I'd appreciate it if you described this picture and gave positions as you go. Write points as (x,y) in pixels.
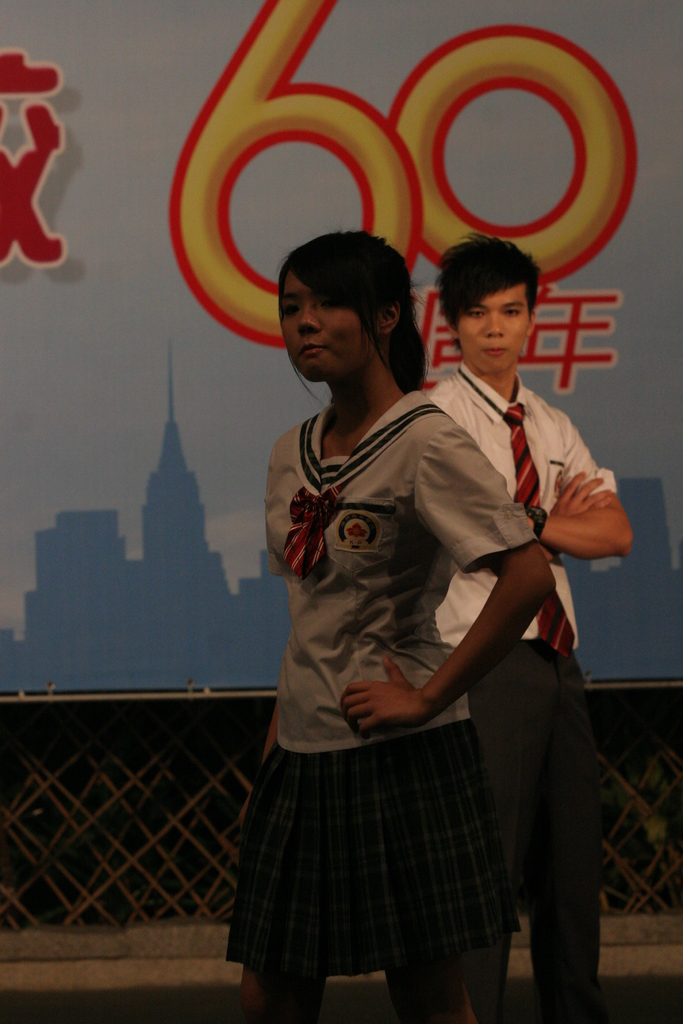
There is a woman (267,479) and a man (490,423) standing. In the back (142,528) there is a wall (131,566) with something written.
